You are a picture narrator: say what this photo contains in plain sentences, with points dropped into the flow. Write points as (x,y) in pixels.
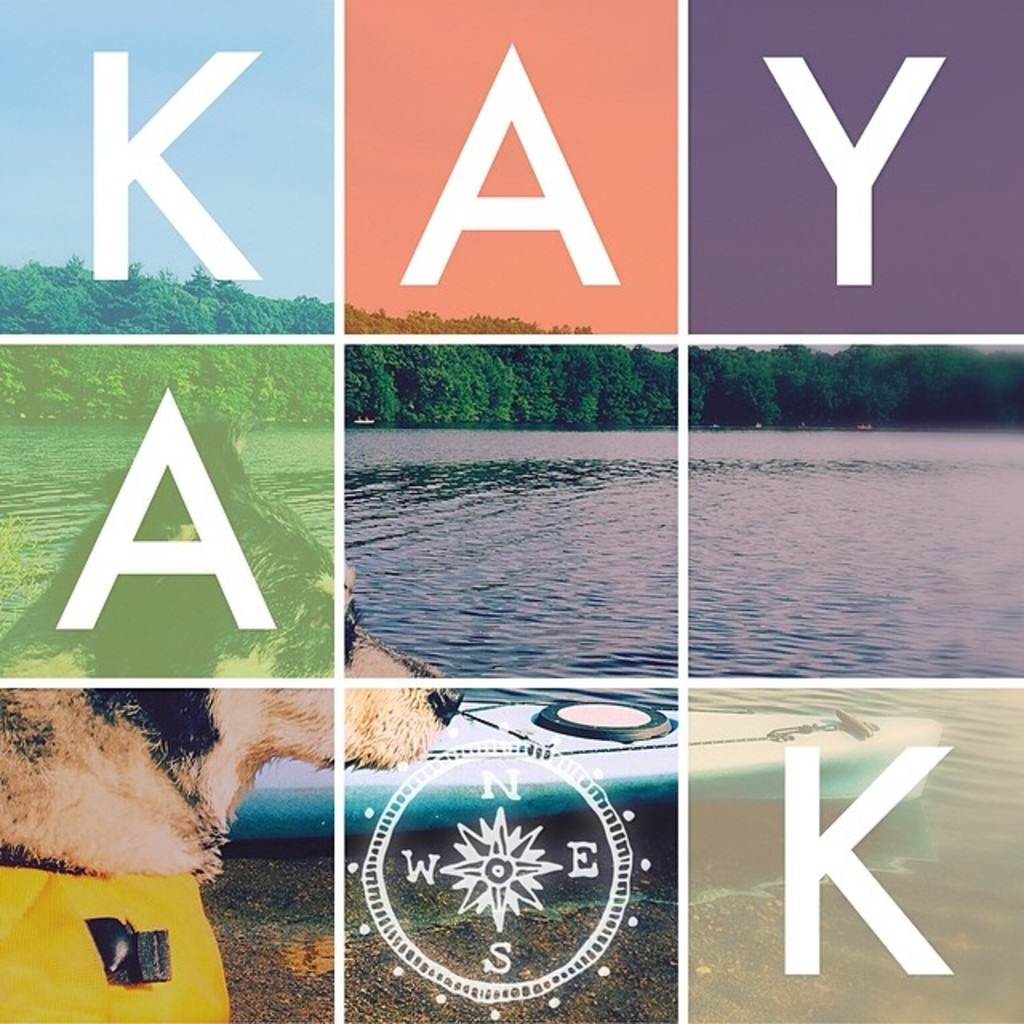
In this image I can see the dog (279,739) which is on the ground (331,884). To the side of the dog (322,572) I can see the water (619,570) and the trees (13,413). In the back (71,230) there is a sky (34,215). This is a collage image and I can see alphabets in this image.
